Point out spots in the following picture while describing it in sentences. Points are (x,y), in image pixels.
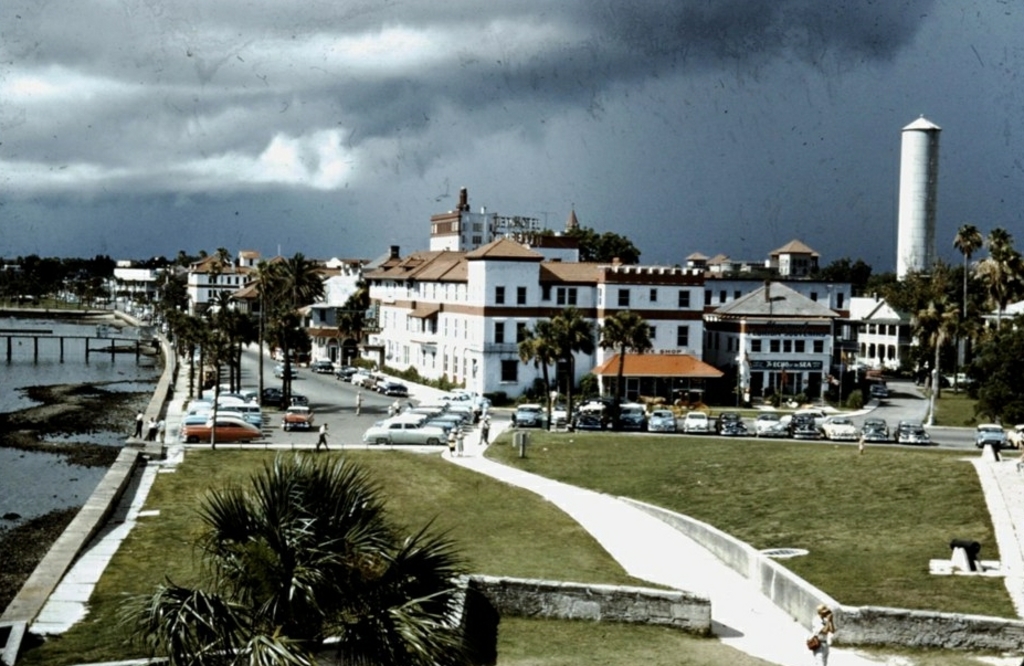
This image is clicked from a top view. In the center (354,421) there is a road (332,408). There are vehicles (466,423) moving on the road (347,418). In the foreground (375,559) there are plants (323,540) and grass (793,526) on the ground (570,580). In the background (432,298) there are buildings (599,313) and trees (360,316). At the top (574,110) there is the sky (529,95). The sky (500,86) is cloudy. To the left (65,382) there is the water (76,323).
